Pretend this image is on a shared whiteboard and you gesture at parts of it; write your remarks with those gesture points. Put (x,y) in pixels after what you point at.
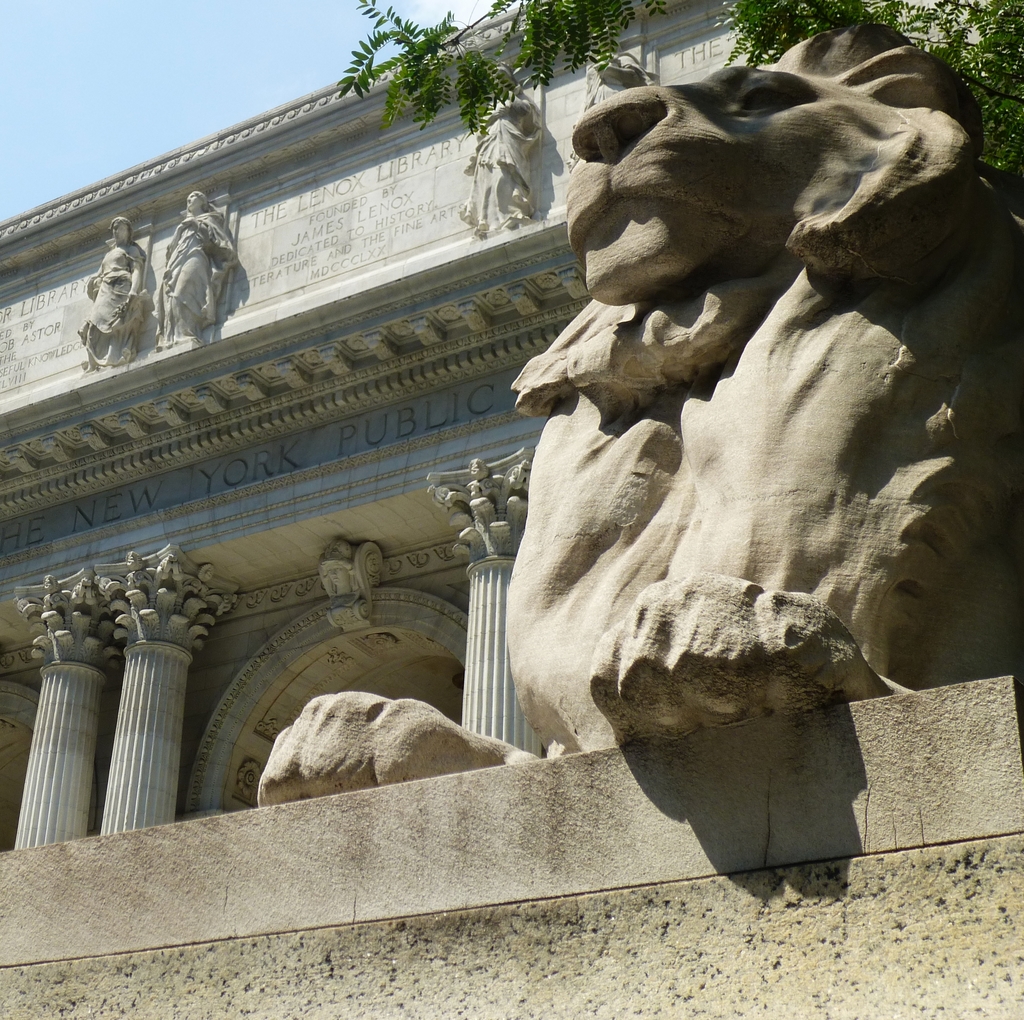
As we can see in the image there are statues (471,228), building (431,494), tree (571,60) and sky (261,104).
